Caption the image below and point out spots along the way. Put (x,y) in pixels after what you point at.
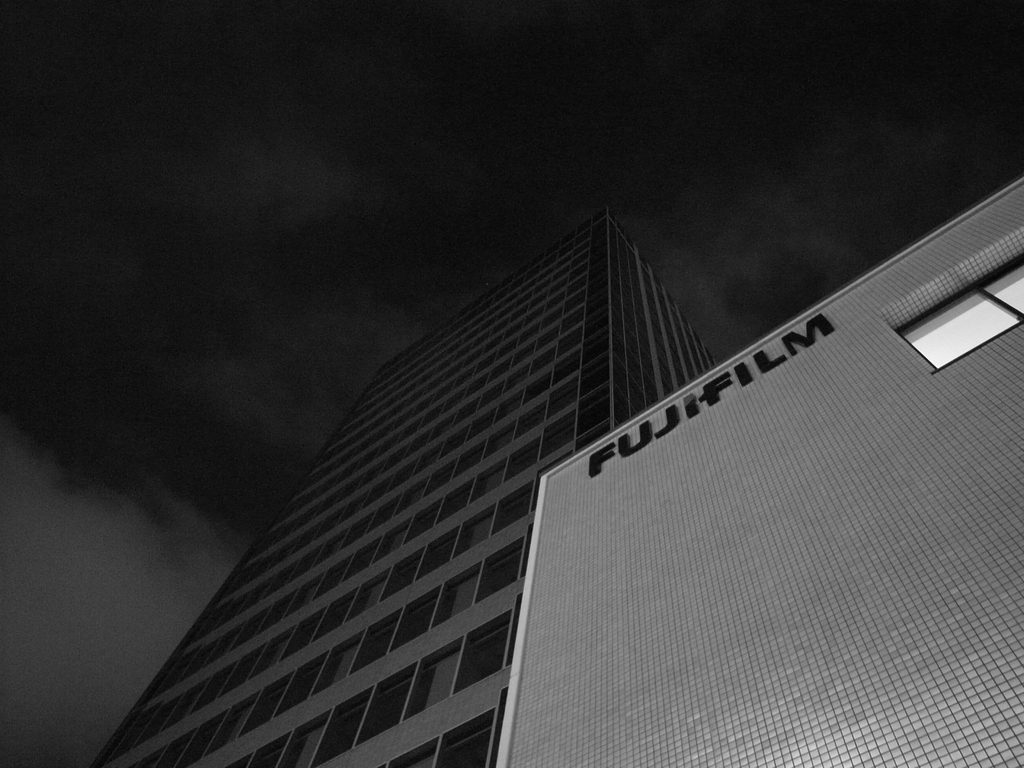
This picture is clicked outside. In the foreground (793,442) we can see the buildings (712,501) and we can see the windows (963,354) of the buildings (709,413) and there is a text (681,416) on the building (728,588). In the background (388,211) there is a sky (356,207).
